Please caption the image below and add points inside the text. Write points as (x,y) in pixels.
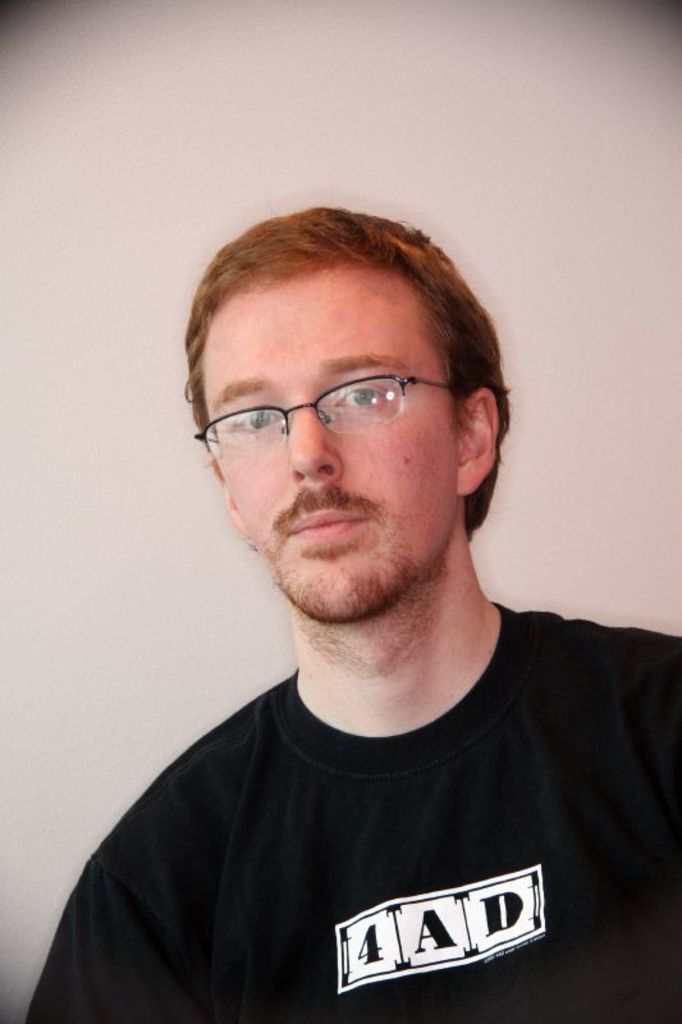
In this image I can see a person (399,850) wearing black color shirt (434,864) and I can see white color background (399,115).
